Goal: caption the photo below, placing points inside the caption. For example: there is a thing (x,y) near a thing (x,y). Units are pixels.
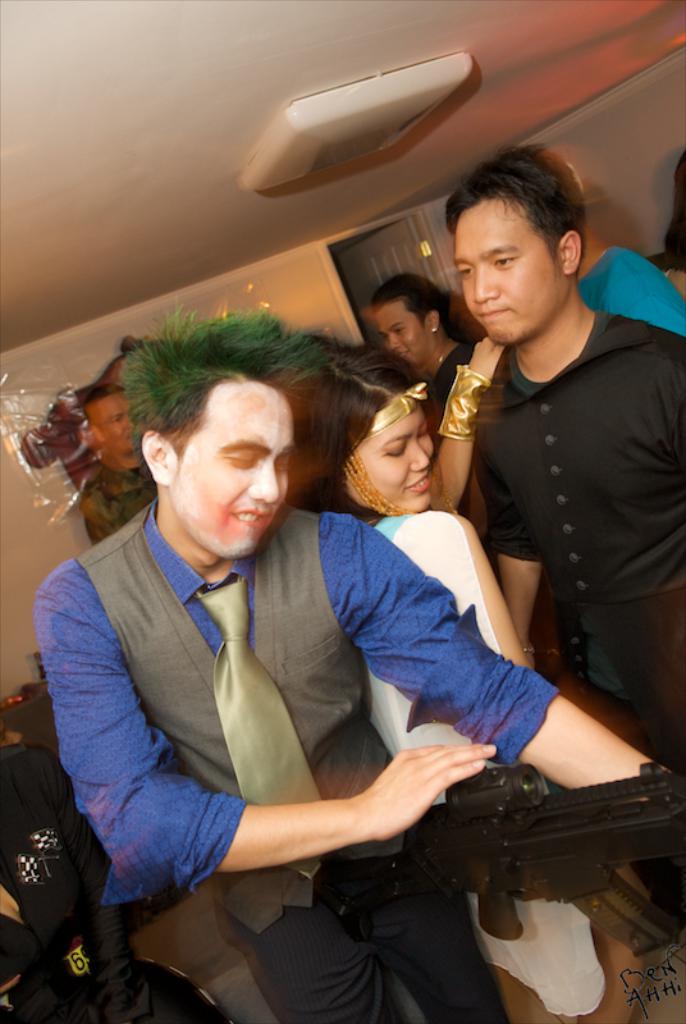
In this picture we can see a group of people (108,851) where a man (309,545) holding a gun (662,768) with his hand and smiling and in the background (356,251) we can see a door (368,251), walls (651,121).
